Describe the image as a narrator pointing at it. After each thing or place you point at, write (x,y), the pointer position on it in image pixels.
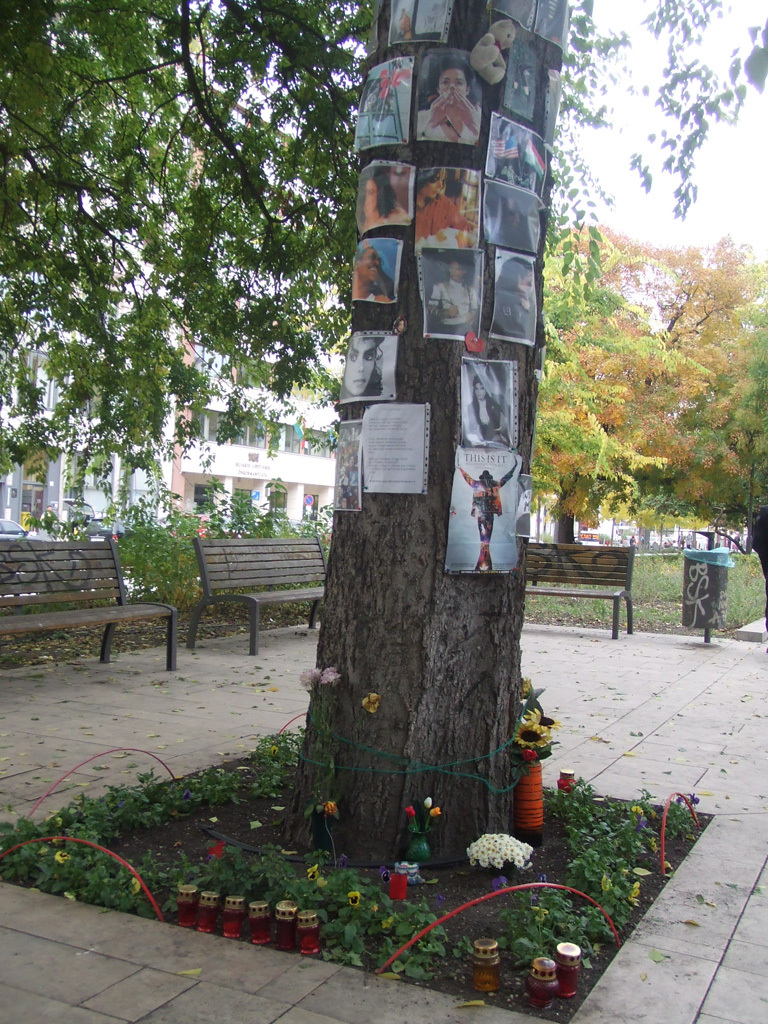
In this image, we can see a tree trunk (415,497), there are some photos (498,176) on the tree trunk (432,571), we can see some trees (24,38), there are some benches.
